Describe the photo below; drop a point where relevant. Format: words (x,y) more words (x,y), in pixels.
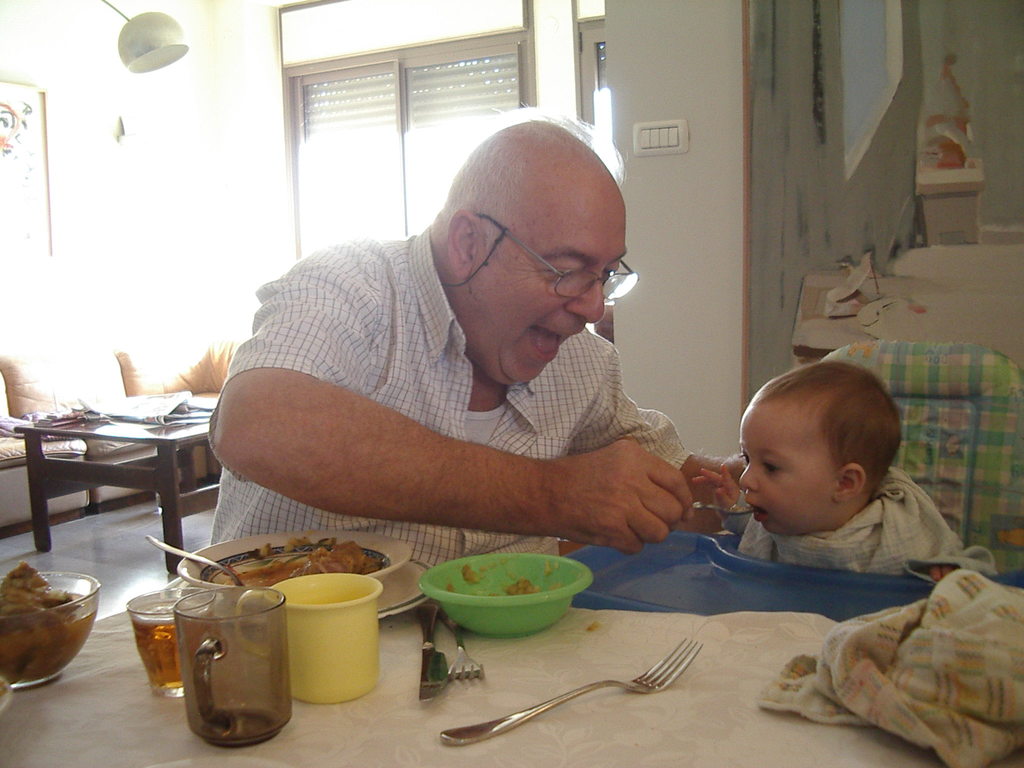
In this picture an old man (442,412) is feeding a small kid (748,485), he is placed in a small table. There are many food items (501,618) placed on the table (563,736). The picture is clicked inside a house (452,666) where there are sofas (217,361), tables (150,437), glass windows (326,83) and curtains (366,103).
